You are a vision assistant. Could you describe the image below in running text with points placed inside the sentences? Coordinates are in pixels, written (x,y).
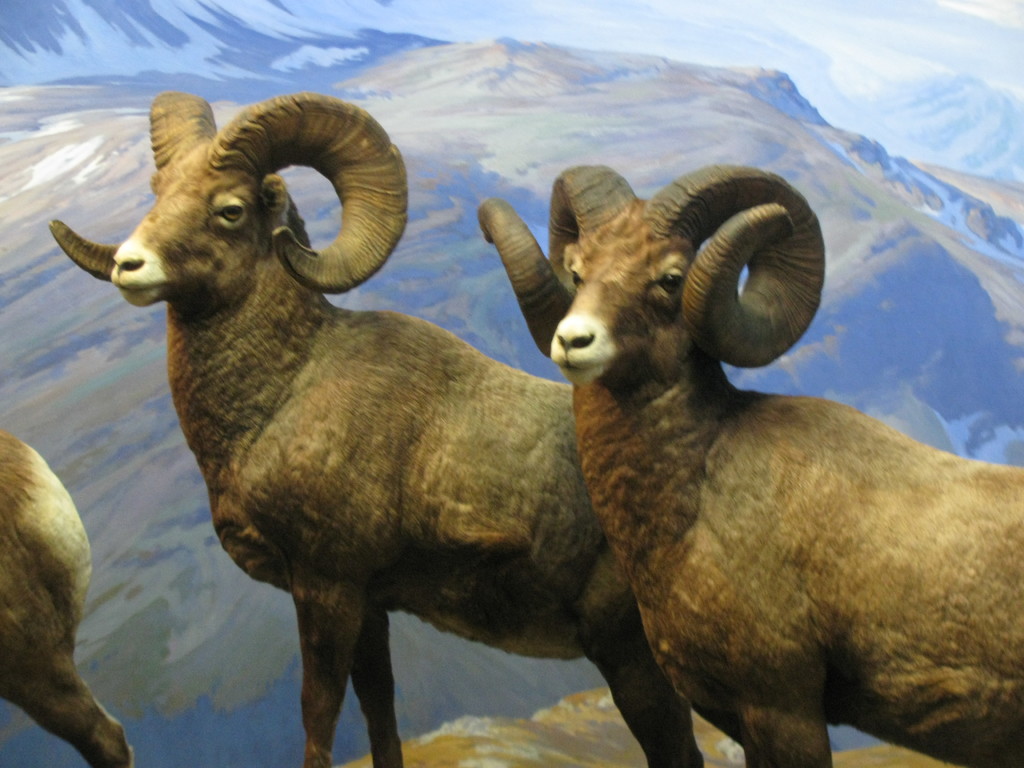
In this image we can see a sheep's (529,493), here are the mountains (652,130), here is the ice (85,1).
